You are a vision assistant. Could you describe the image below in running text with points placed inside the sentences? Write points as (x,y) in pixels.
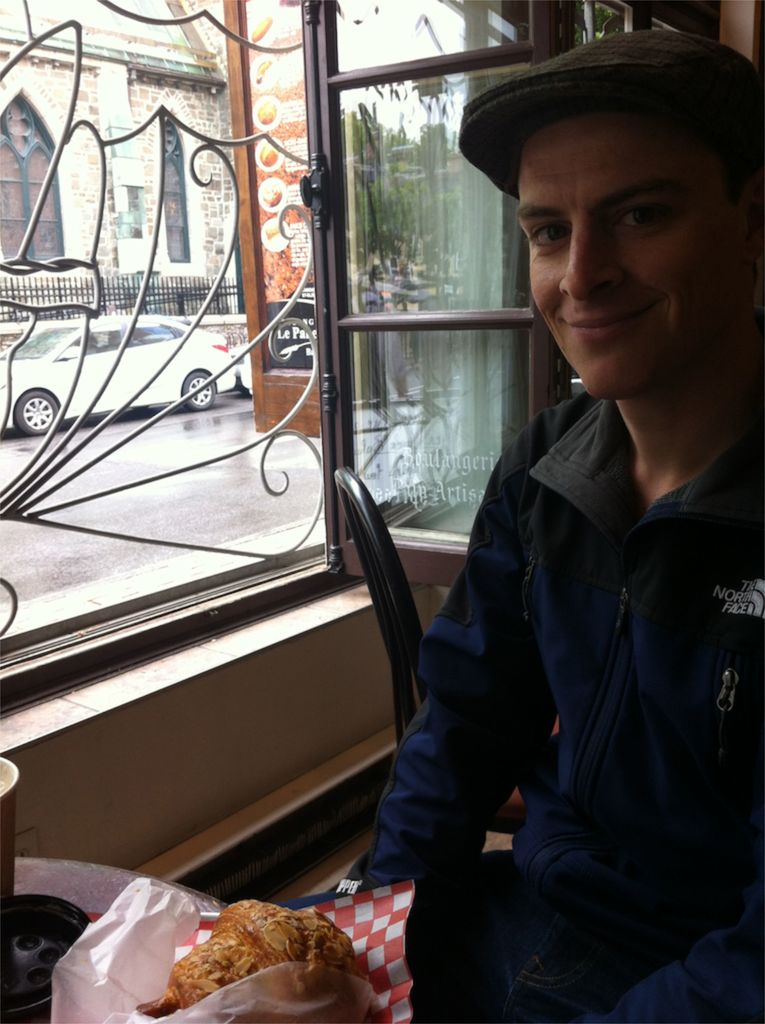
In this image I can see a man (552,164) is sitting and I can see smile on his face (593,340). I can see he is wearing blue dress (597,702) and cap (581,83). Here I can see food (243,954) and in the background (37,334) I can see few vehicles (69,386), a board (266,11) and a building (96,145).
